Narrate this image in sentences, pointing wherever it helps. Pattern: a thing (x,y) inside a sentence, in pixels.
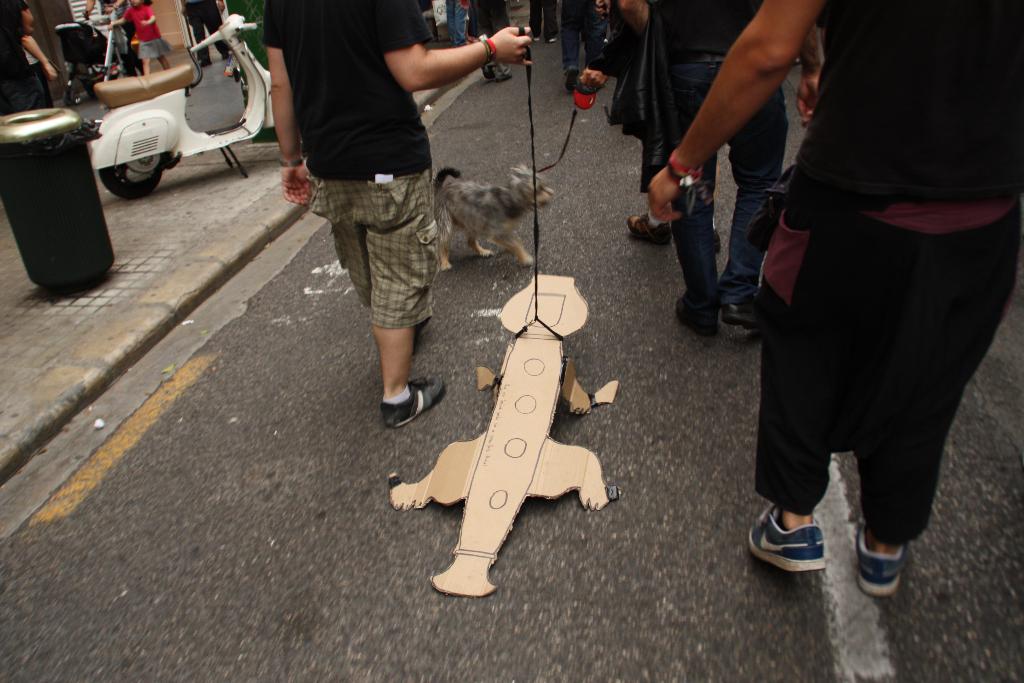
Here in this picture we can see number of people (688,284) walking on the road (611,250) over there and some people (651,241) are carrying dogs (501,200) with them, as we can see belts (582,96) in their hands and in the front (539,349) we can see an animal (548,347) prepared with a cardboard (513,355) present over there and on the left side (128,147) we can see a scooter (181,133) and a dustbin (74,155) present over there.
